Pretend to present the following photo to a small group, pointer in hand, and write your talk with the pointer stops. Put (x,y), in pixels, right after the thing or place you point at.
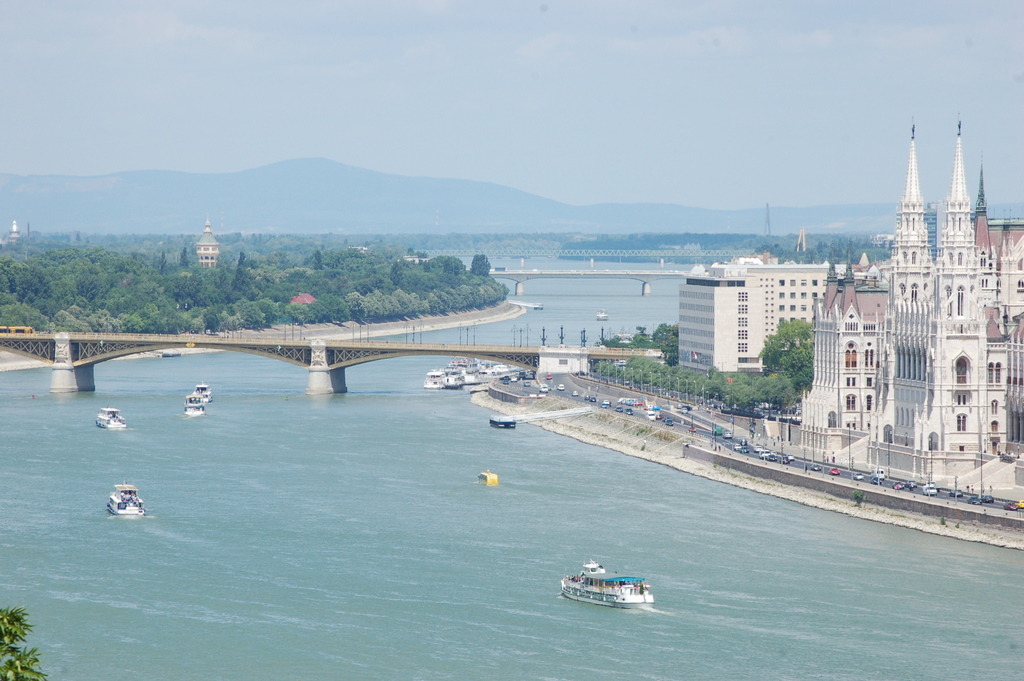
There are few boats (576,590) on water (481,520) and there is a bridge (382,348) above it and there are few buildings (822,348) and vehicles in the right corner (934,356) and there are trees (295,261) and mountains (262,209) in the background (267,238).
